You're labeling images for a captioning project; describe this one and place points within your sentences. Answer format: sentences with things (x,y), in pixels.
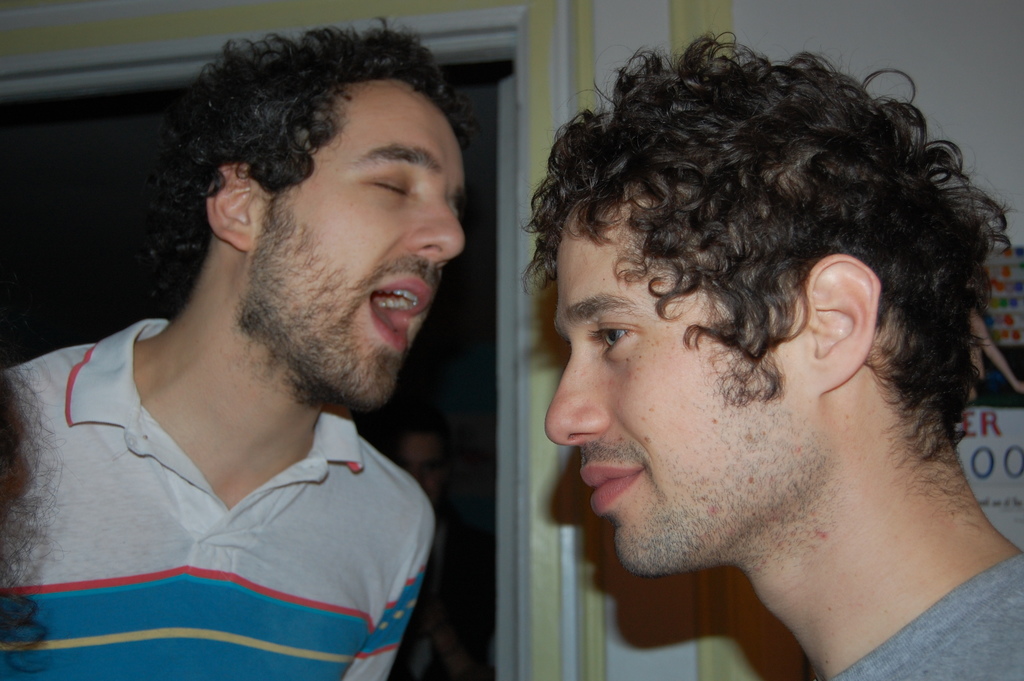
In this image we can see some persons (855,467) wearing dress (965,613). In the background (1004,443), we can see poster (1004,395) on the wall (689,669) with some photo (1004,401) and text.
